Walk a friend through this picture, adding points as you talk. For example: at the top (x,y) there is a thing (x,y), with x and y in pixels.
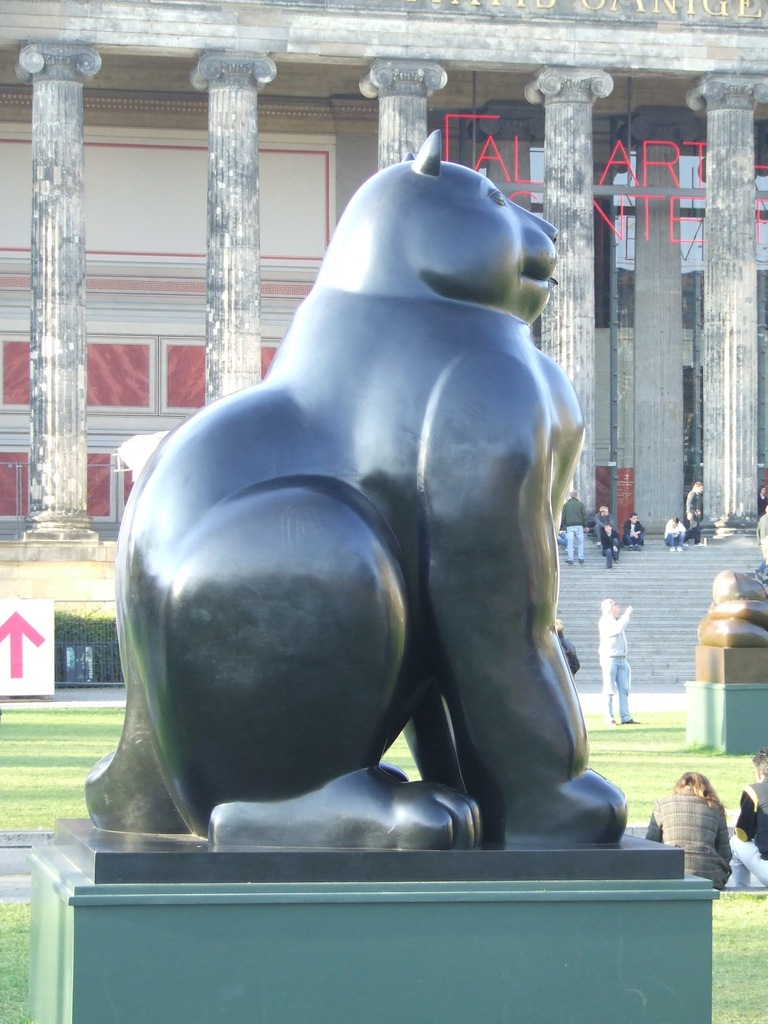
In this image, we can see sculptures (484,577) and in the background (664,485), there are pillars (659,441) and we can see people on the stairs (626,579) and there is a board (34,687), a railing (109,653) and some text (679,219) on the wall (651,0). At the bottom (724,920), there is ground (655,781).
